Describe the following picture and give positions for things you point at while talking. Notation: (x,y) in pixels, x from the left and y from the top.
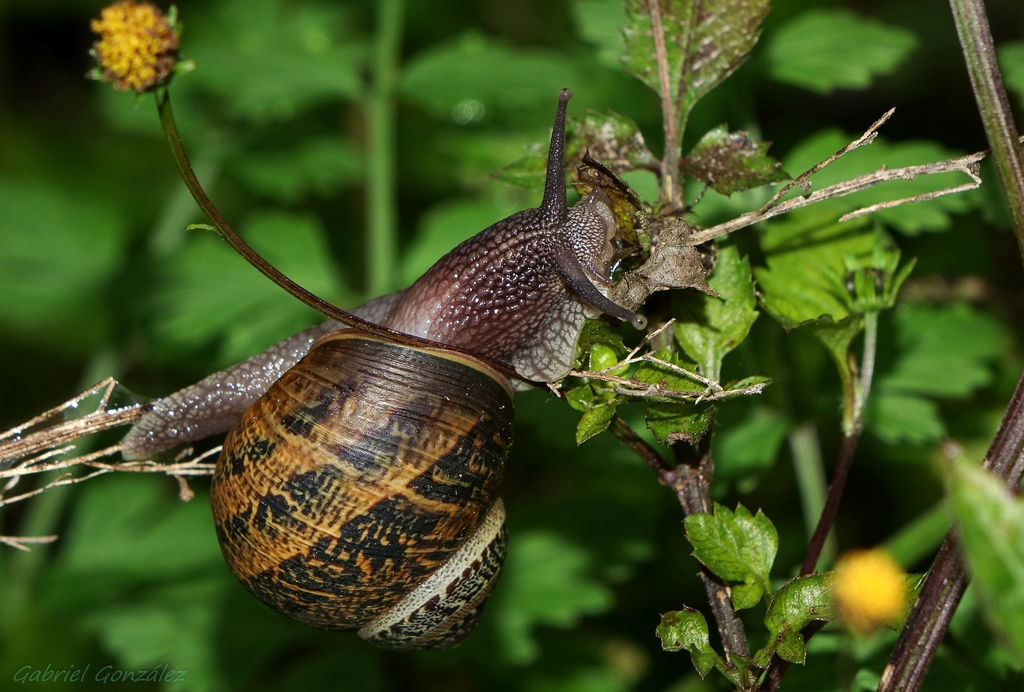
In this picture there is a snail (325,378) on the left side of the image (273,385), on a stem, there is a plant (823,307) on the right side of the image (728,250).
